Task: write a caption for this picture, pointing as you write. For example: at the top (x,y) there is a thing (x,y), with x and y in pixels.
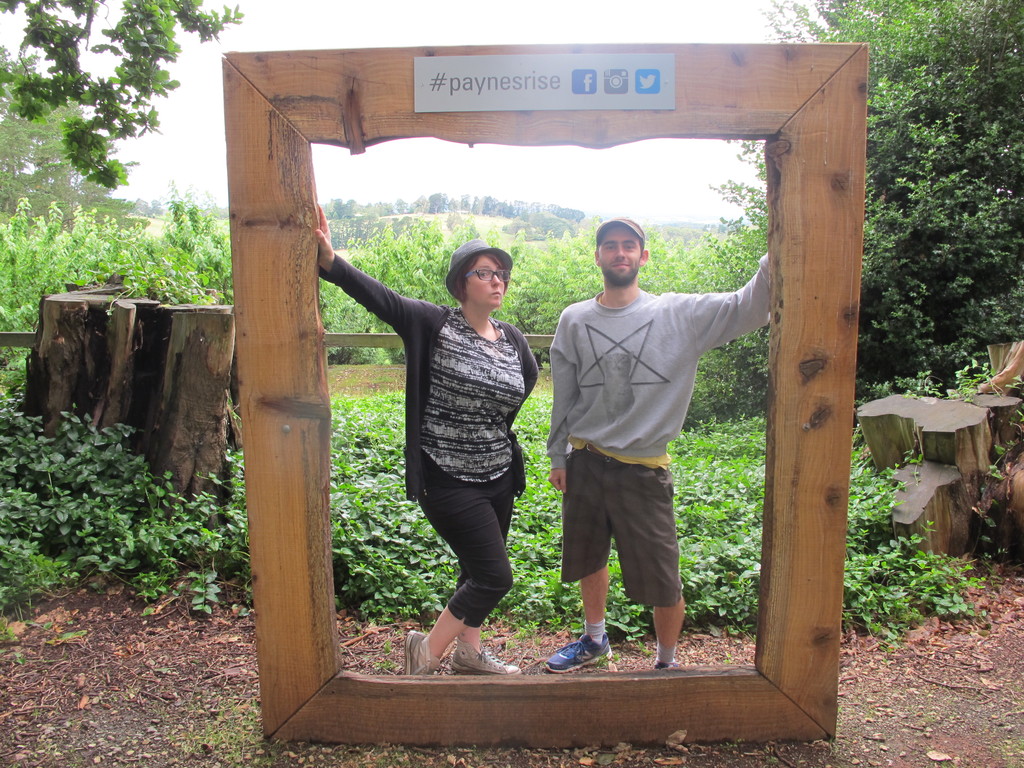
In this picture we can see a man (595,369) and a woman (513,399), they wore caps (483,260), behind to them we can see few plants (194,222) and trees (140,215).
